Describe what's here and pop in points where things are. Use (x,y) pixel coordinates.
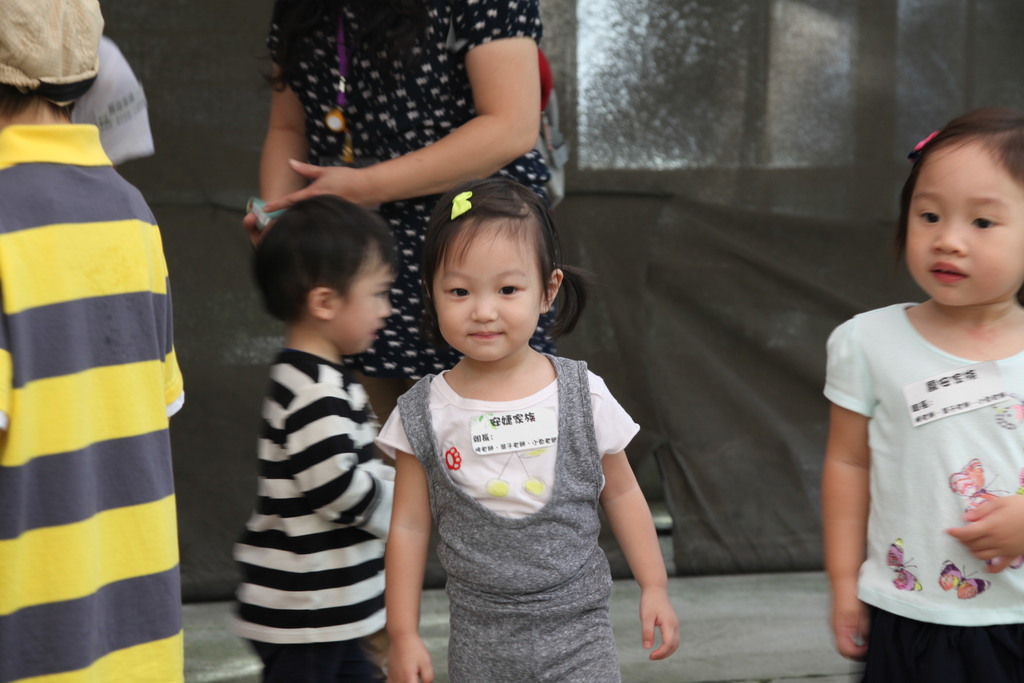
In this image there is a kid (472,334) standing, and in the background (482,161) there are group of people (543,338) standing.
